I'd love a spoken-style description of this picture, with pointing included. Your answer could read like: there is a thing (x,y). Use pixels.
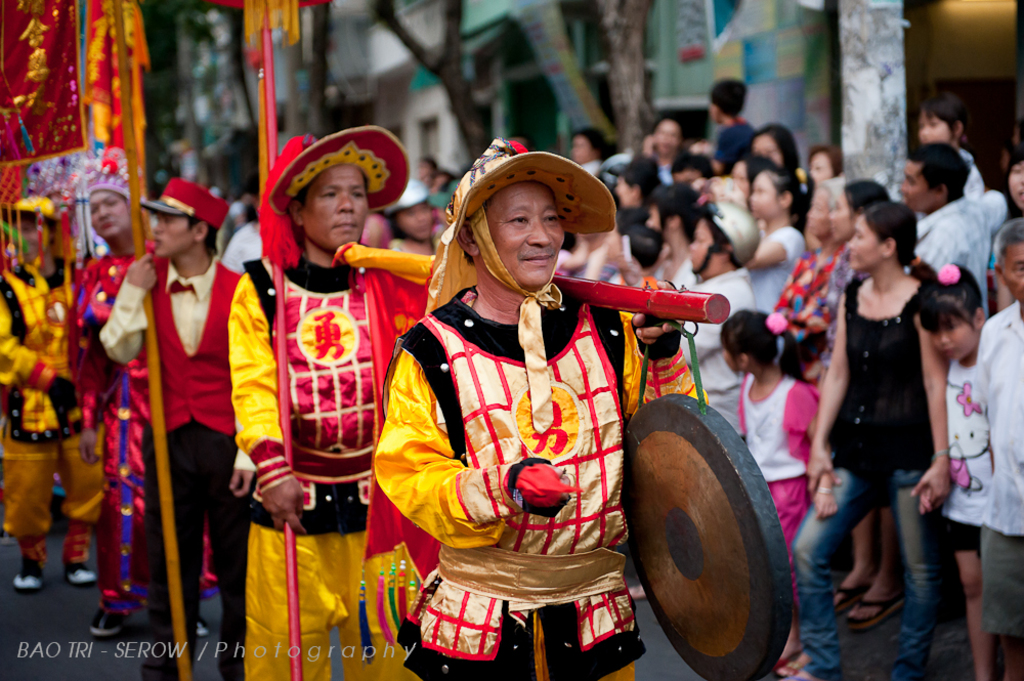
On the left side of this image (180,390) there are few people (219,306) wearing costumes (403,471), holding sticks (174,547) and some other objects (741,526) in their hands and standing on the road (26,603). On the right side (806,207) a crowd of people (781,257) standing beside the road (100,661) and looking at these people (418,417). At the top of the image (502,114) there are trees (313,84) and a building (429,89). In the bottom left-hand corner (160,646) there is some text (232,644).
